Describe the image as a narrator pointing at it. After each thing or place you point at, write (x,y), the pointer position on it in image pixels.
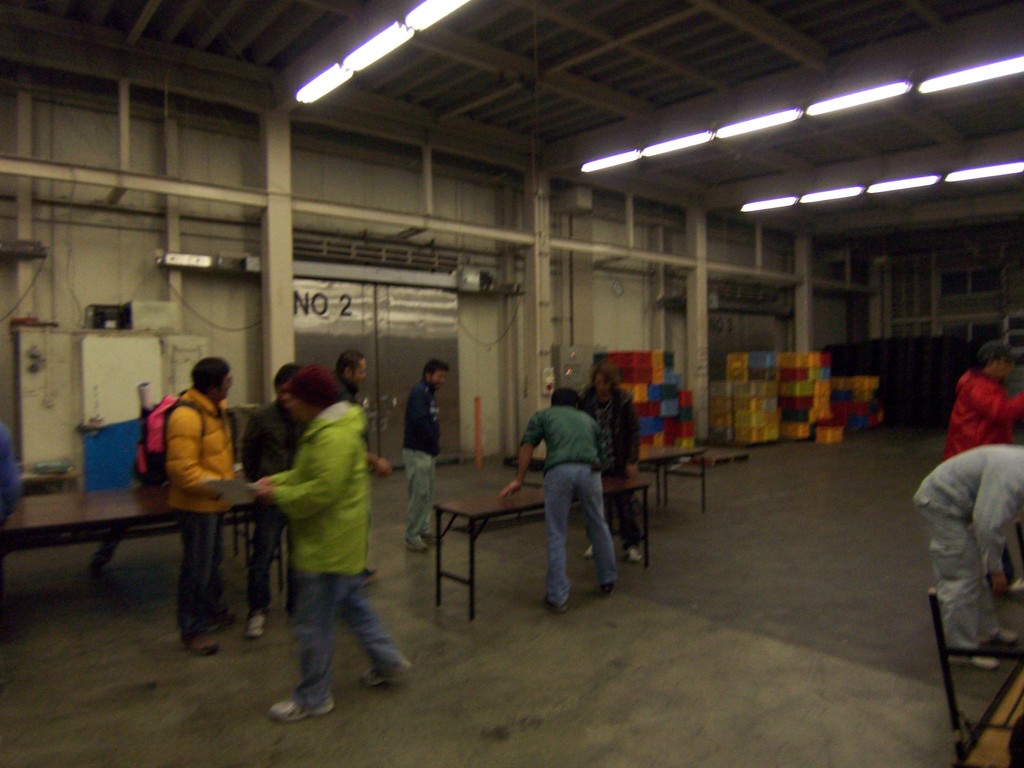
In this image there are group of persons (575,428) standing, there is a man (354,470) holding an object (237,480), there is a man (211,444) wearing a bag (153,415), there are tables (1016,689), there are objects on the ground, there are pillars (274,256), there is the wall (677,275), there are wires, there is text (351,303) on an object (364,301), there is number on a object (353,312), there are lights (367,47), there is the roof (576,71) towards the top of the image (653,71).
